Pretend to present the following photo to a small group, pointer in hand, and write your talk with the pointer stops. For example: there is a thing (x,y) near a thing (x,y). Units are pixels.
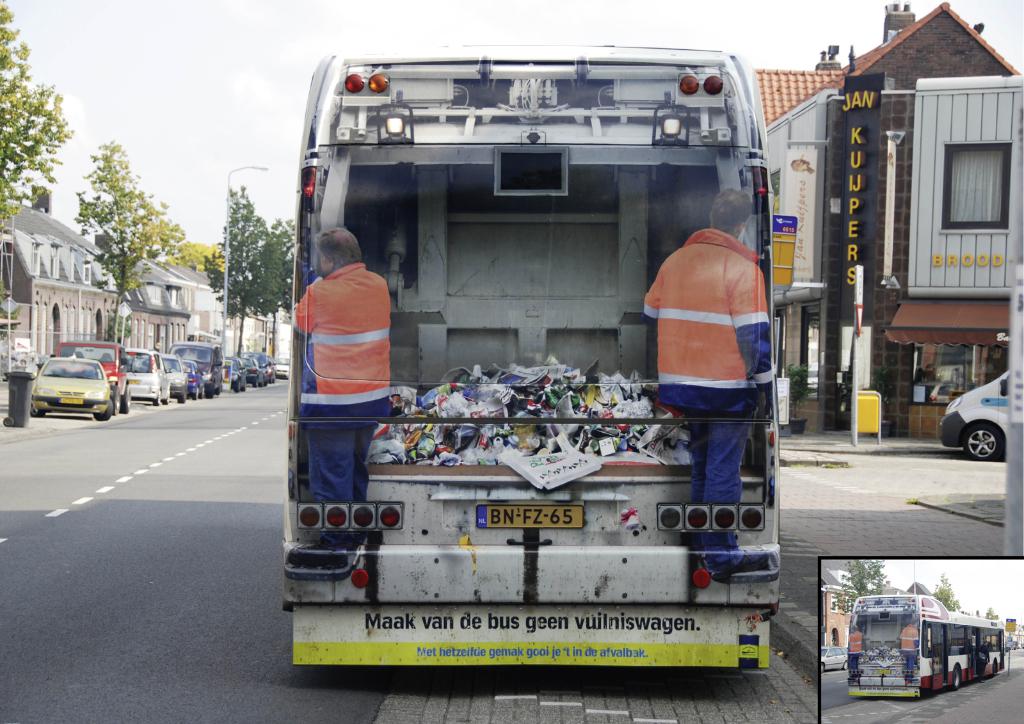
In this image we can see motor vehicles (308,355) on the road (144,582) and one of them has a picture (579,409) of trash (565,405) on its back (519,453). In the background (122,173) there are trees (151,229), buildings (106,316) and stores (884,348).
